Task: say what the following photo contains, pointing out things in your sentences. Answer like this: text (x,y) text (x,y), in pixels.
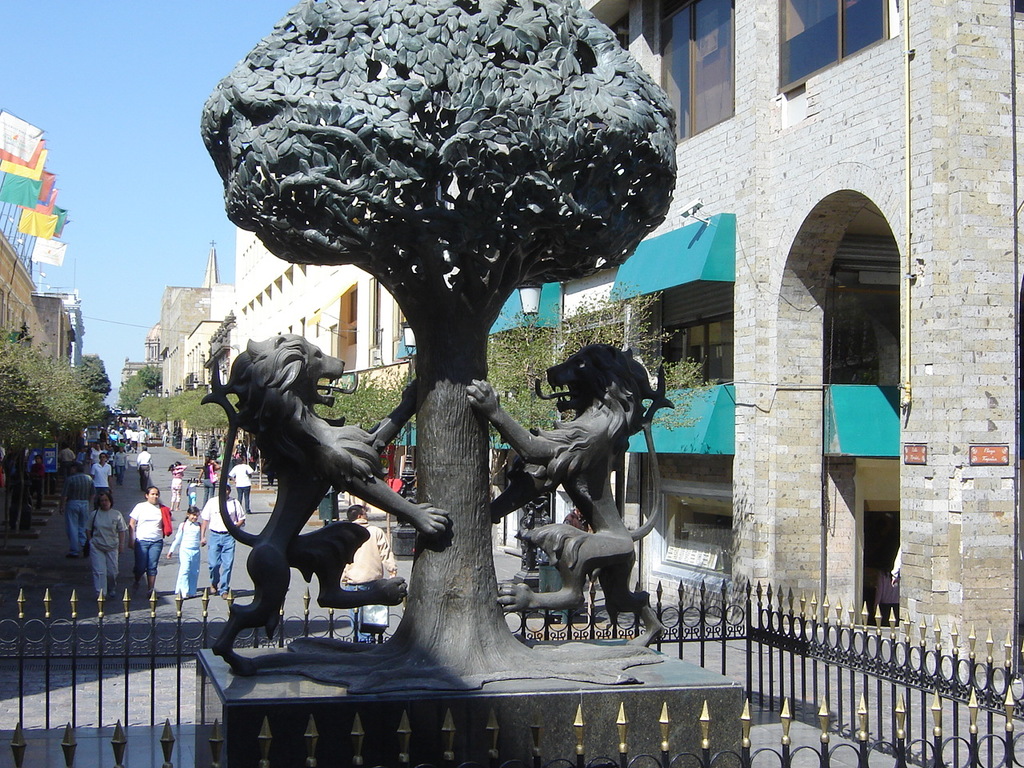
In the image there is a statue (379,462) of a tree (475,512) with two lions (584,576). Around the statue (518,764) there is a fencing (314,618) with rods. Behind the fencing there are few people (189,528) on the road (170,566) and also there are trees (73,425). On the right side of the image (718,248) there is a building (790,273) with arches (827,227), walls (743,444), glass windows (847,37) and pipes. On the left side of the image (24,255) there is a wall (16,272) with flagpoles (13,250) and flags (22,192). At the top of the image (79,196) there is sky (120,136).
